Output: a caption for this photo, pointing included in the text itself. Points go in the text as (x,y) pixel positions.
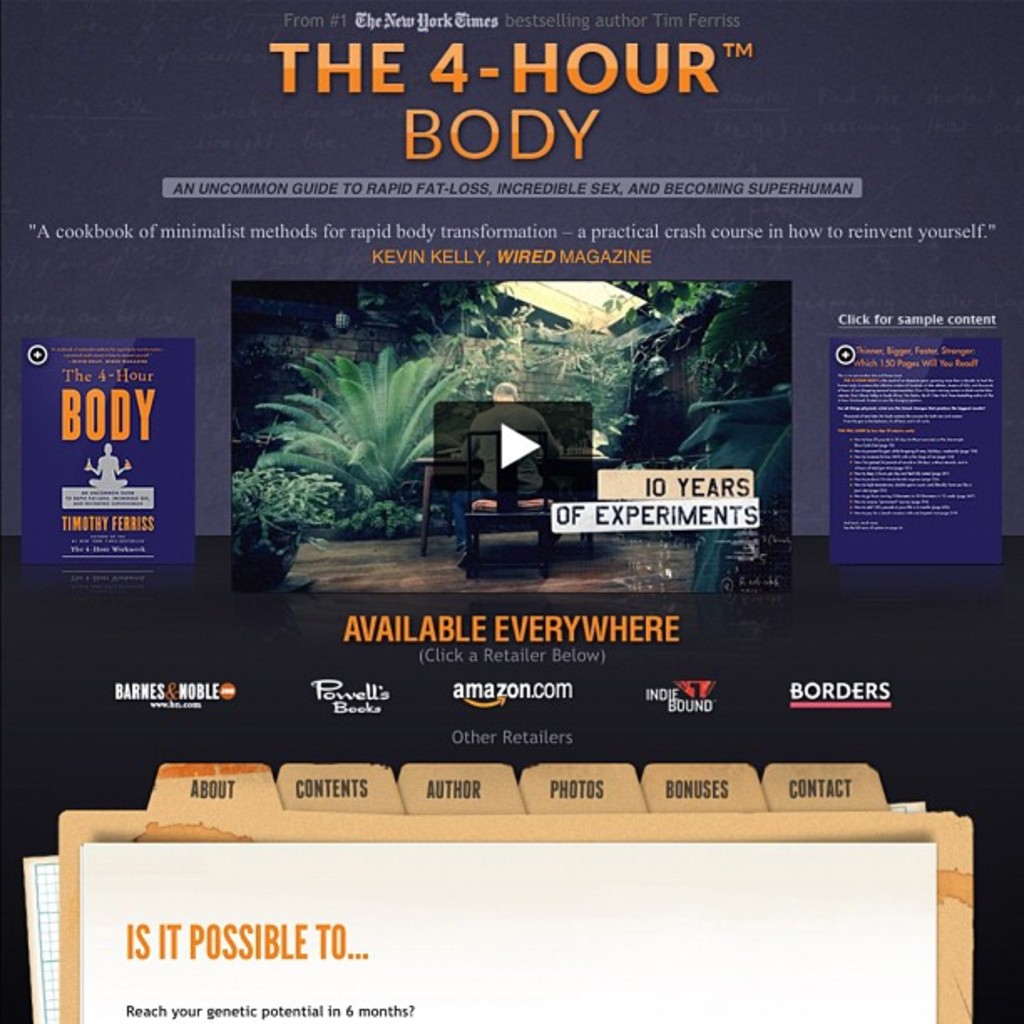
In this image I can see a page (210,284), in the middle of the page (658,339) I can see plants (706,337) and a person (457,501) sitting on the bench (475,521) and in front of the person (466,513) I can see a table (460,465) and at the top (624,194) and at the bottom (541,733) I can see a text (520,66).
